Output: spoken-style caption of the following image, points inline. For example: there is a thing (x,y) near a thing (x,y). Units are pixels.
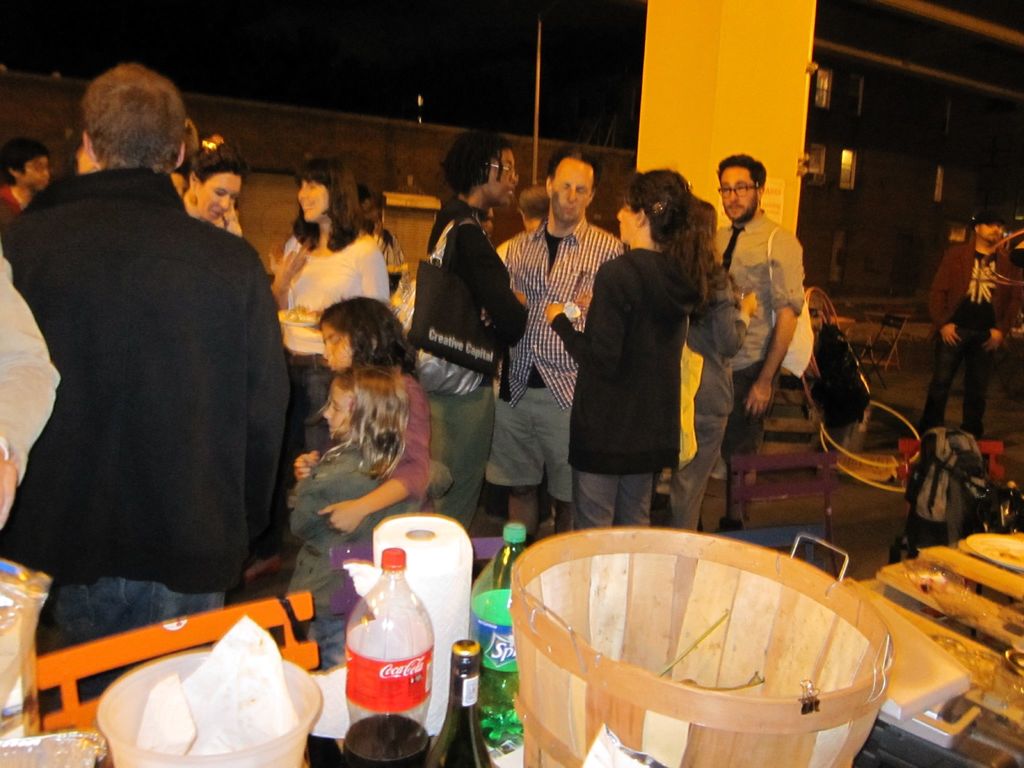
As we can see in the image, there are few people (441,415) standing over here and there are chairs (878,354) and tables (941,644). On tables (982,639) there is a basket (616,668), bottles (498,657) and a bowl (127,723).
